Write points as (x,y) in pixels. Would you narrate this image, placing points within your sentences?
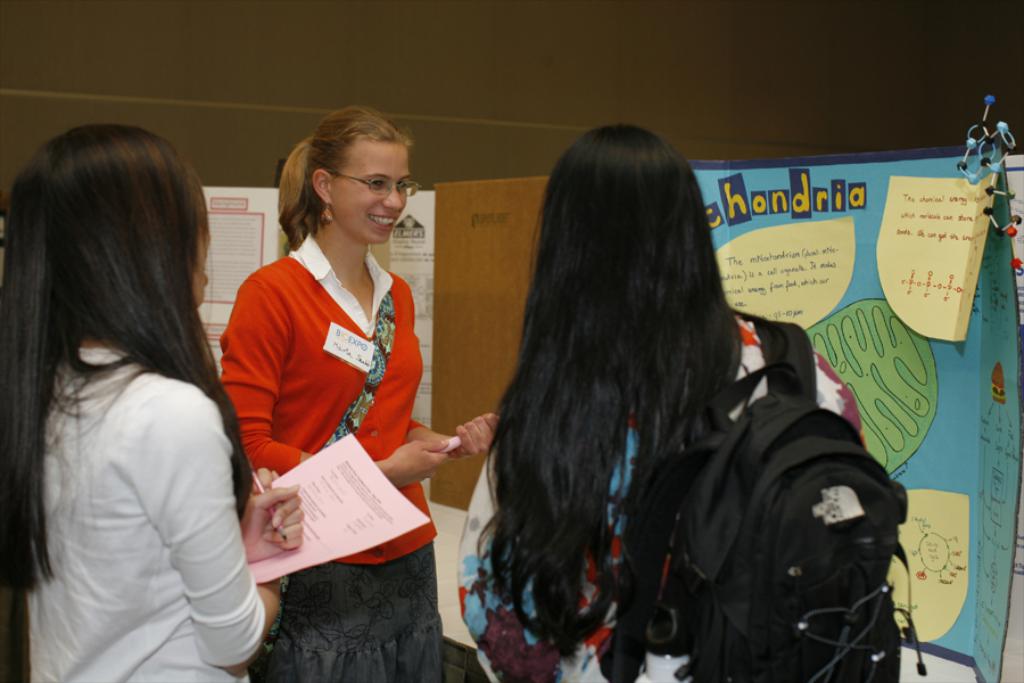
In this image, at the left side (178,582) there are two girls (260,444) standing, at the middle (632,450) there is a girl (621,456) standing and she is carrying a black color bag (795,564), at the right side (996,342) there is a blue color chart (981,340), there is a brown color board (488,335).
